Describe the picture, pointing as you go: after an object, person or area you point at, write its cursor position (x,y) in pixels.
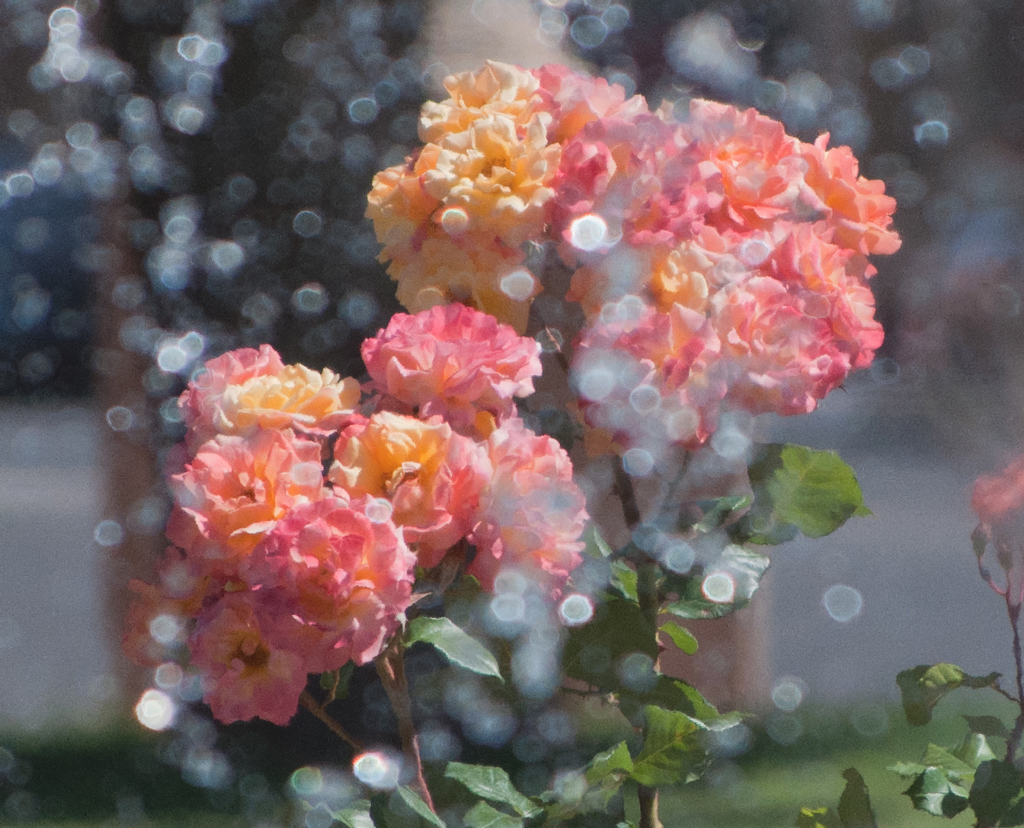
There are flowers (603,350) to the plant (474,334) in the foreground area of the image (791,514), it seems like another plant (962,747) in the bottom right side (954,735) and the background (952,717) is blur.
